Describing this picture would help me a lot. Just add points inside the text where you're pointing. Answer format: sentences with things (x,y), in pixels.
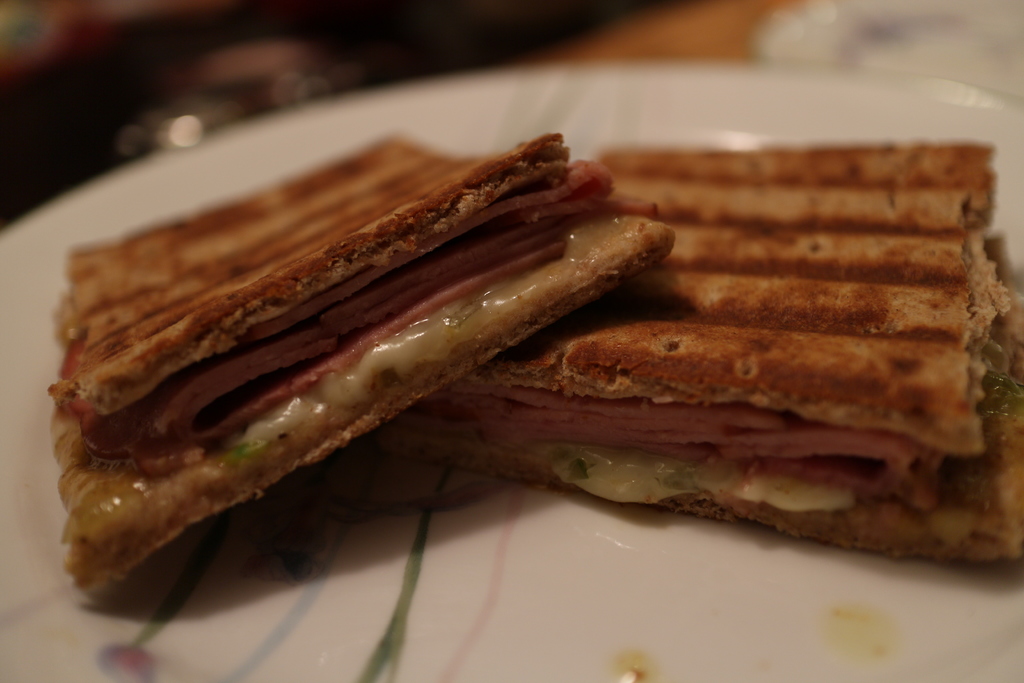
In this image there is a plate (577,673) in that plate (848,678) there is food item (580,352).
